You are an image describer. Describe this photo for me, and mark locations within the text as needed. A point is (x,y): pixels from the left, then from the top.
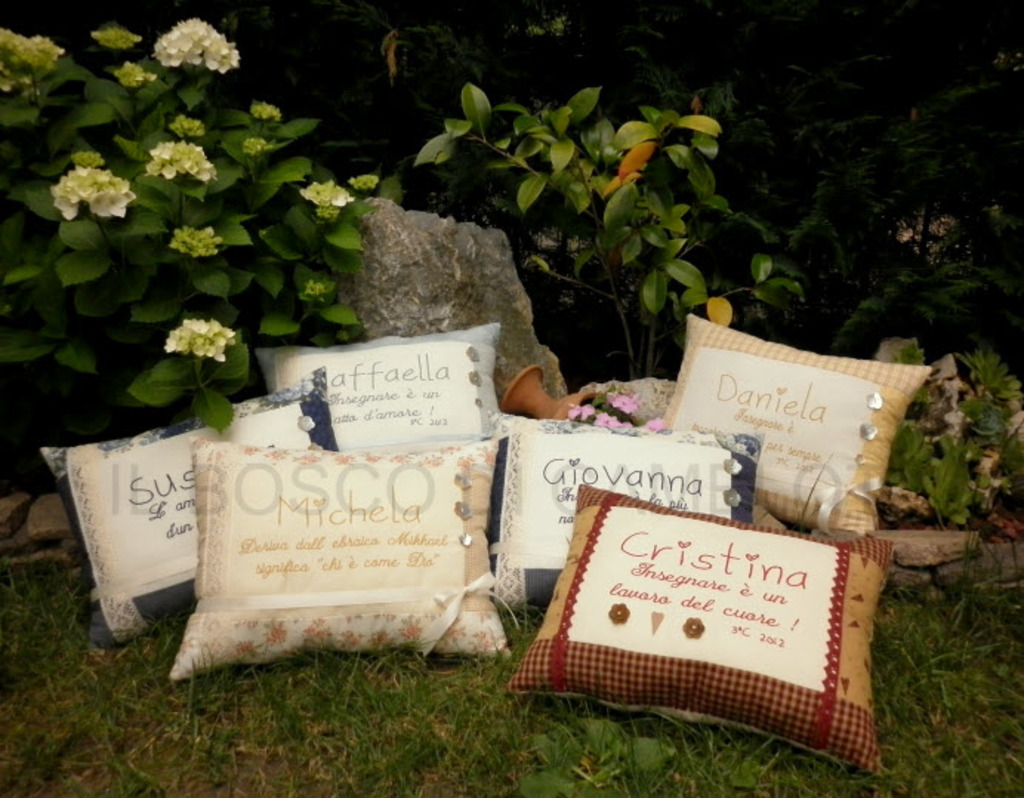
In this image I can see few cushions (665,444) on the grass ground (362,668) and on these cushions (825,495) I can see something is written. In the background (939,477) I can see few flowers (123,209), few plants (636,241) and number of stones (563,392). In the centre of the image (539,383) I can see a pot like thing (531,393).
